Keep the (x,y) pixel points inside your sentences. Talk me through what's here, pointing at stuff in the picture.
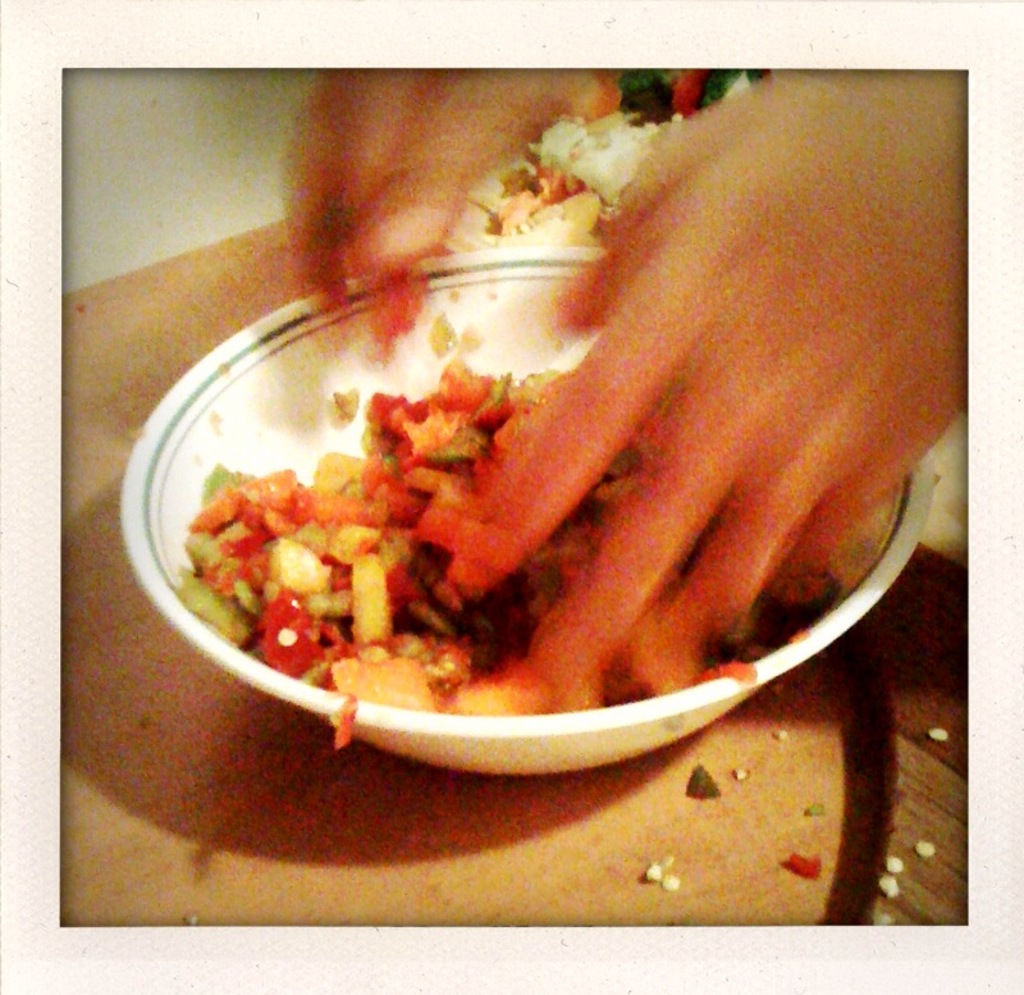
In the picture I can see a person's hand (851,257), which is slightly blurred, here I can see a bowl (219,651) in which I can see some food item (393,542) is kept which is placed on the wooden surface (308,818).
